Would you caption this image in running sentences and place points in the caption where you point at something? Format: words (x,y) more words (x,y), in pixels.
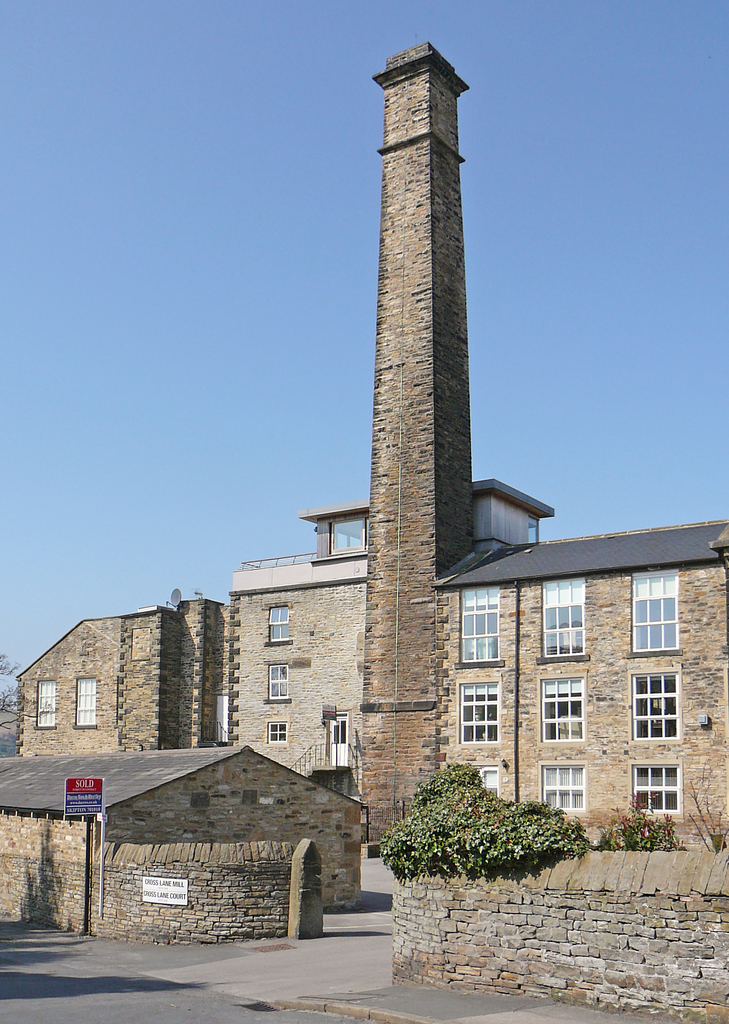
In the center of the image (382,651) there are buildings (302,645). At the bottom (323,862) we can see a shed (117,839), a board (90,790) and trees (504,835). In the background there is sky (548,336).
